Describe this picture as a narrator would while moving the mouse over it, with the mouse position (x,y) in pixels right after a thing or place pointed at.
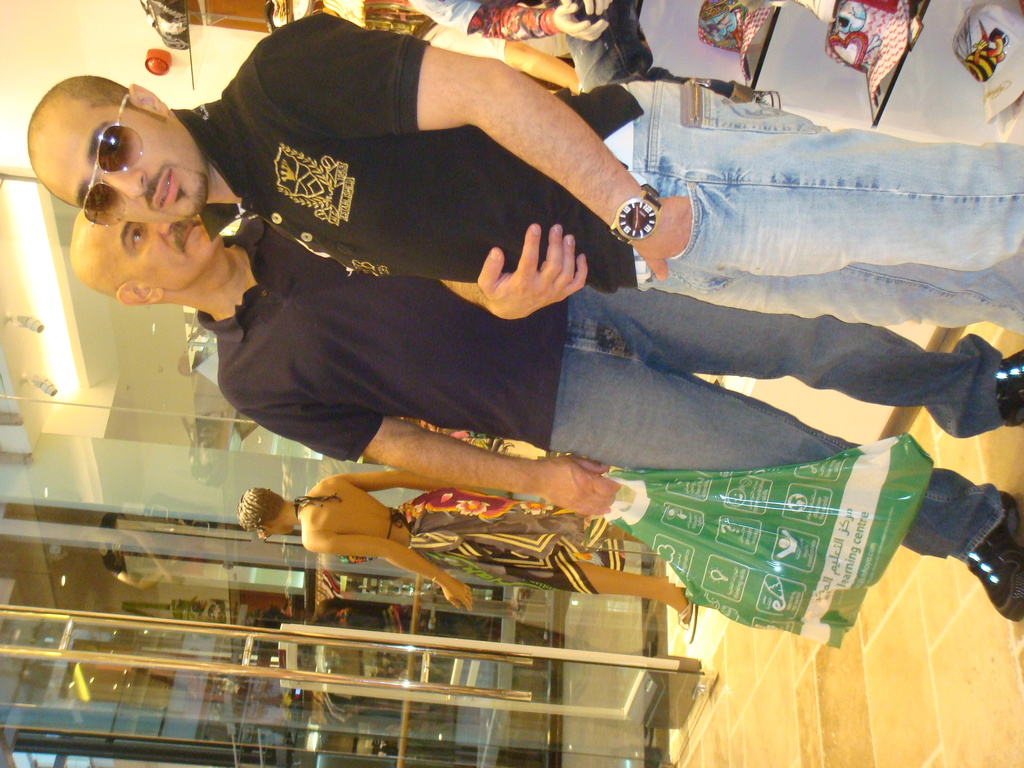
In this image I can see people (374,454) among them this man (382,359) is holding a carry bag (694,540) in the hand (593,504). In the background (440,654) I can see a glass door (425,654), hats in the shelf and other objects (618,43).
